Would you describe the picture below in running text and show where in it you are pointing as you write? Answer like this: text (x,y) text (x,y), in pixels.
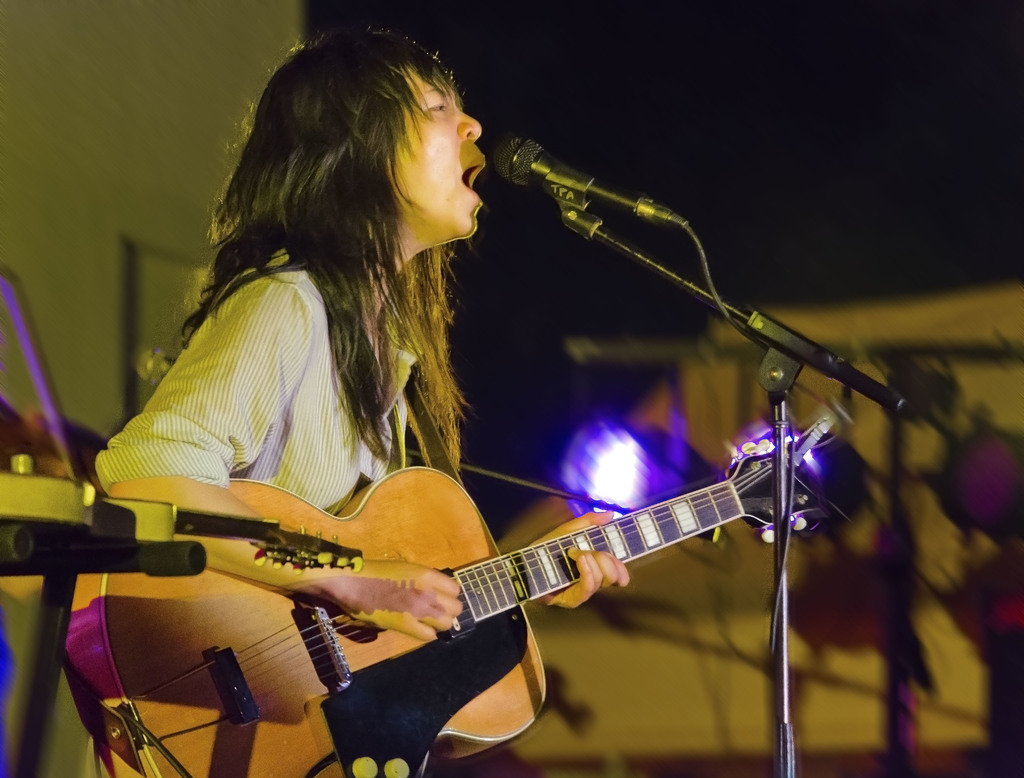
The picture is clicked in a musical concert where a lady (369,415) is playing a guitar (426,526) and singing with a mic (531,170) placed in front of her. We also observe a LED light (628,466) to the corner of the image. In the background (763,692) we find a yellow color wall (139,113) and there are few musical instruments (76,510) to the left side of the image (53,512).
